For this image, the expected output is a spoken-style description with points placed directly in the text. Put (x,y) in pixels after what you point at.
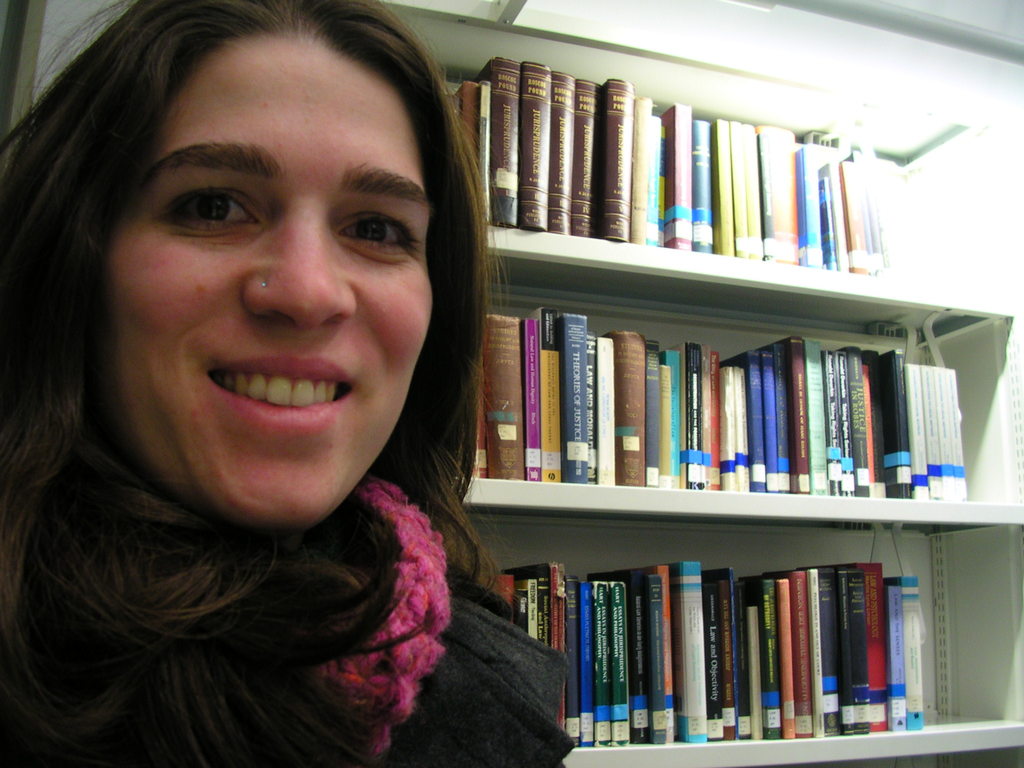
Bottom left side of the image (262,563) a woman (359,75) is smiling. Behind her there is a bookshelf (609,40).
